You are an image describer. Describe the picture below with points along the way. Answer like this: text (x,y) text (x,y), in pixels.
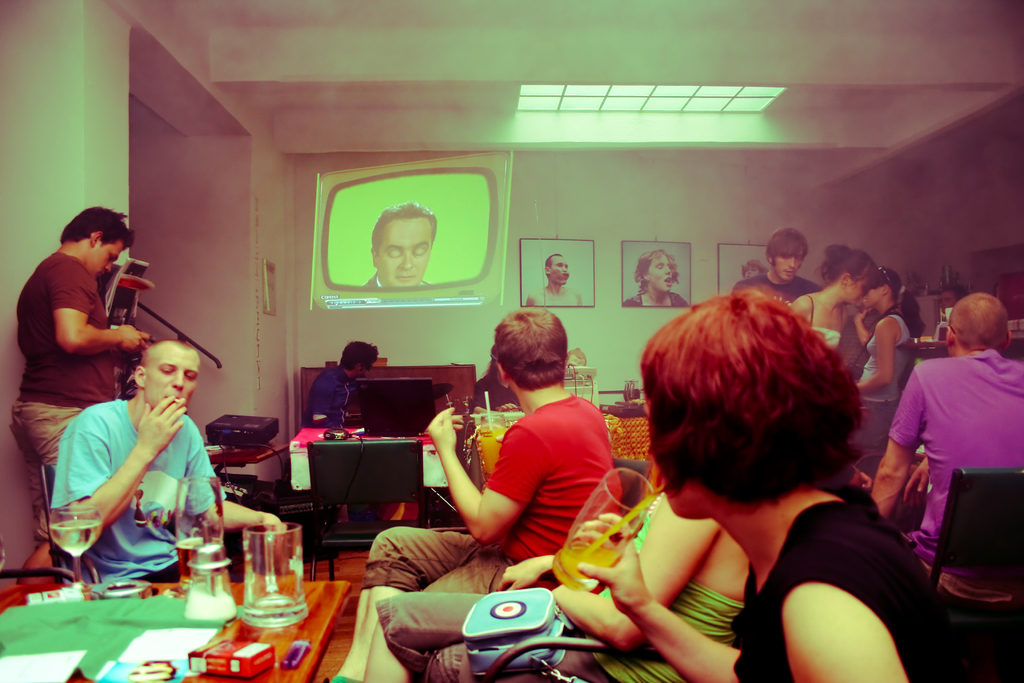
There are group of people (496,464) sitting on the chairs (979,533) and few are standing. This is a table (229,621) with a tumbler (260,620), wine glass (72,546) and some objects (205,658) on it. And here is the another table (359,434) with a monitor screen (391,431). These are the photo frames (667,258) attached to the wall (656,229). I can see a blue colored bag (509,631) which is on the women lap (452,616). I can see another object (250,443) placed on the other table (241,459). This looks like a artificial television screen (425,273) on the wall (337,324).
